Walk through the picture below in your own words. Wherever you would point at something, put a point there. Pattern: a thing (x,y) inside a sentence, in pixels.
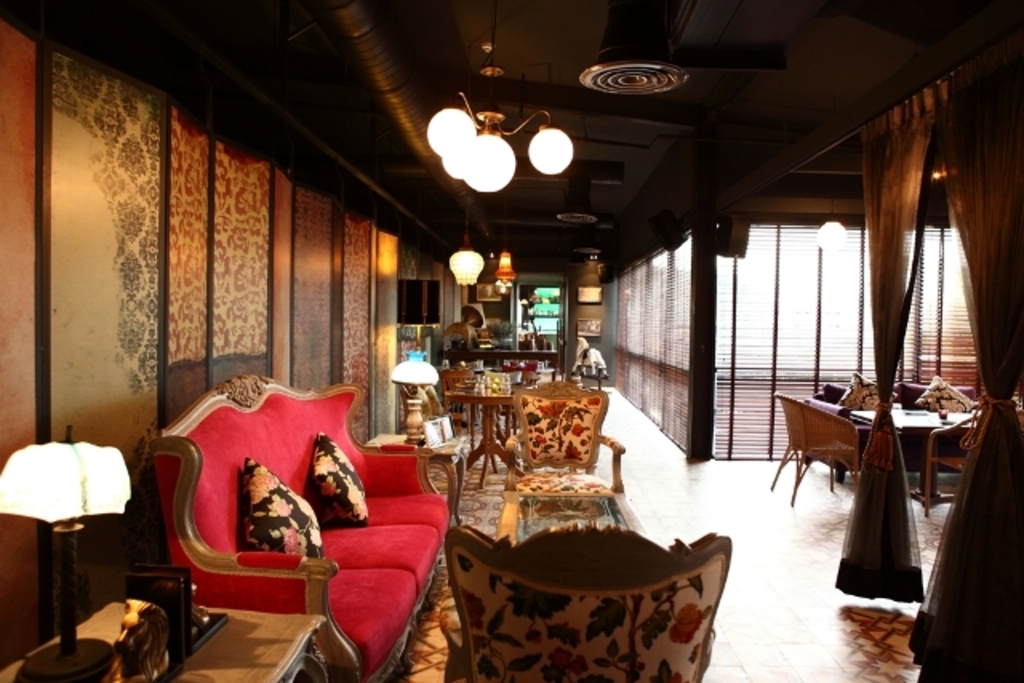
This is an inside view of a building (176,342) and here we can see chairs (576,531), sofas (429,555), cushions (868,400), tables (866,413), lights (411,415), stands (443,455) and some objects (165,572), curtains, frames (591,324) and some other objects (536,317). At the top (504,106), there is roof (563,69) and at the bottom (774,578), there is floor (779,640).
